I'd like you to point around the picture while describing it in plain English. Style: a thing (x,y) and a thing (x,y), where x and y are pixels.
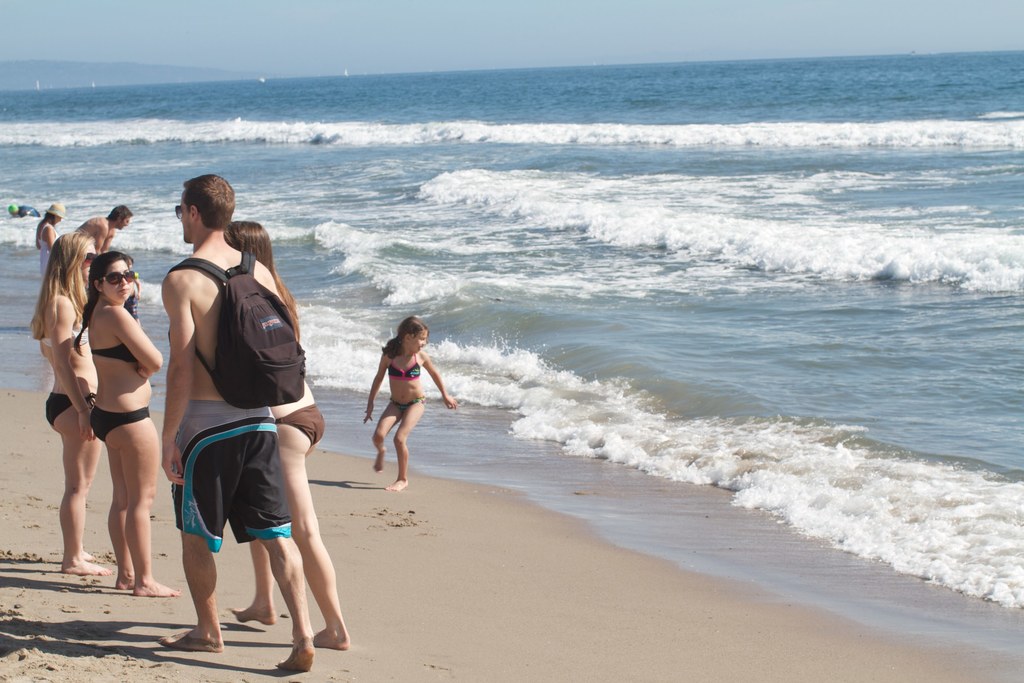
There are few persons (154,367) standing on sand (92,551) in the left corner (148,447) and there are water (523,205) in front of them.
